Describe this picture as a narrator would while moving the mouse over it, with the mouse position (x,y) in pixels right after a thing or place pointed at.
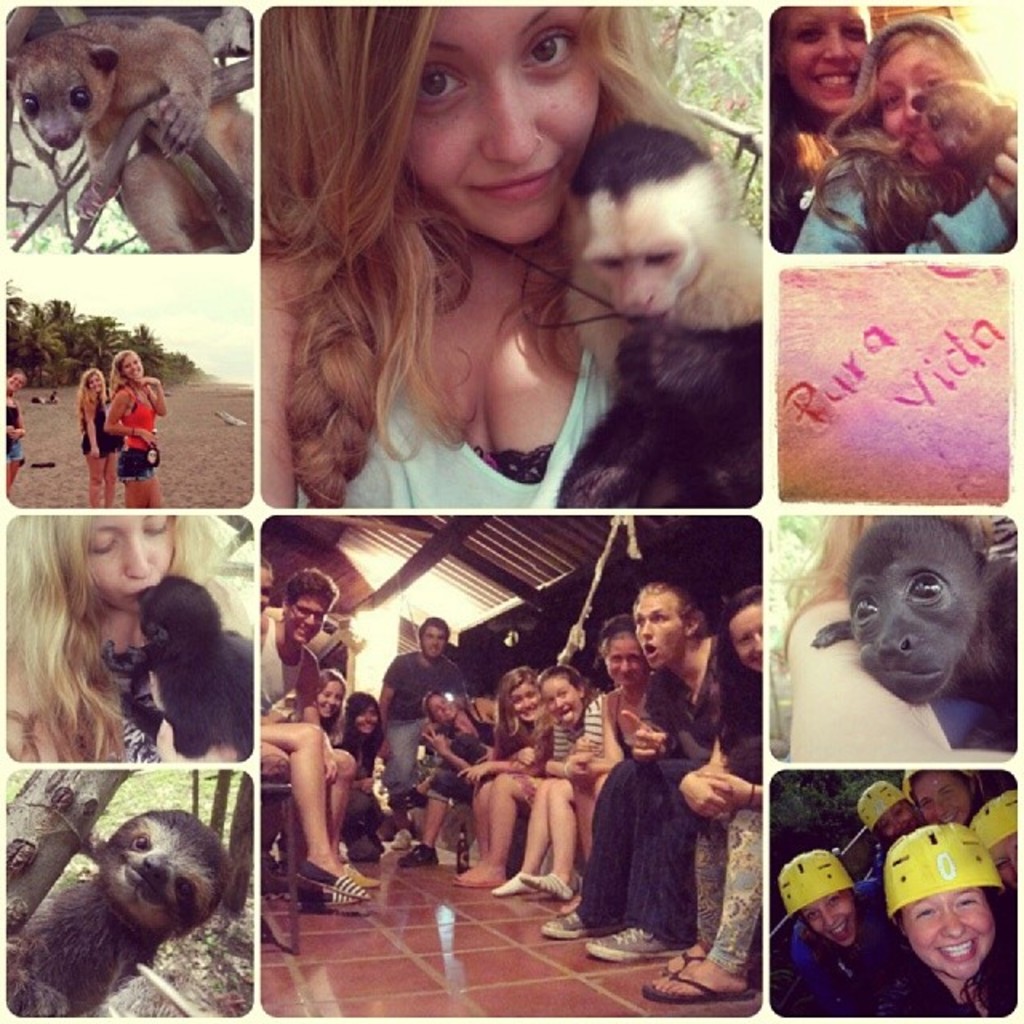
This is an edited image. Woman (367,244) in white t-shirt (551,480) is holding monkey (704,393) in her hand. Under the image, we see many people (346,829) sitting on chair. Beside that, we see an animal (929,558) which is black in color and below that, we see many people (915,927) wearing yellow helmet (952,884). On the left corner of the picture (151,913), we see two animals (135,833) one on the top (140,164) and the other on the bottom of this edited picture and in the left corner (133,374), women (117,378) are standing near the beach (197,428). On the right corner (834,341), we see a text (860,354) written on it.
